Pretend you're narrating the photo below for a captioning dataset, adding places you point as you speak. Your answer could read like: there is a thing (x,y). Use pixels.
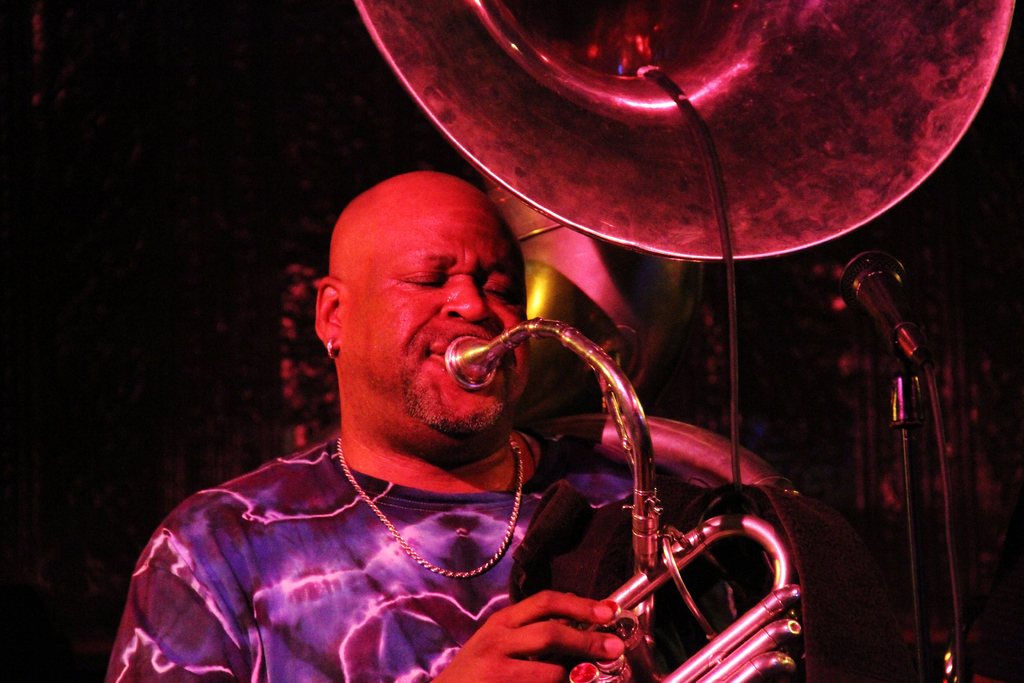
In this picture one man (444,534) is standing in blue and black t-shirt (277,601) and he is holding a big musical instrument (714,639) and playing it in front of the microphone (885,325) and behind him there is black background (171,314).
